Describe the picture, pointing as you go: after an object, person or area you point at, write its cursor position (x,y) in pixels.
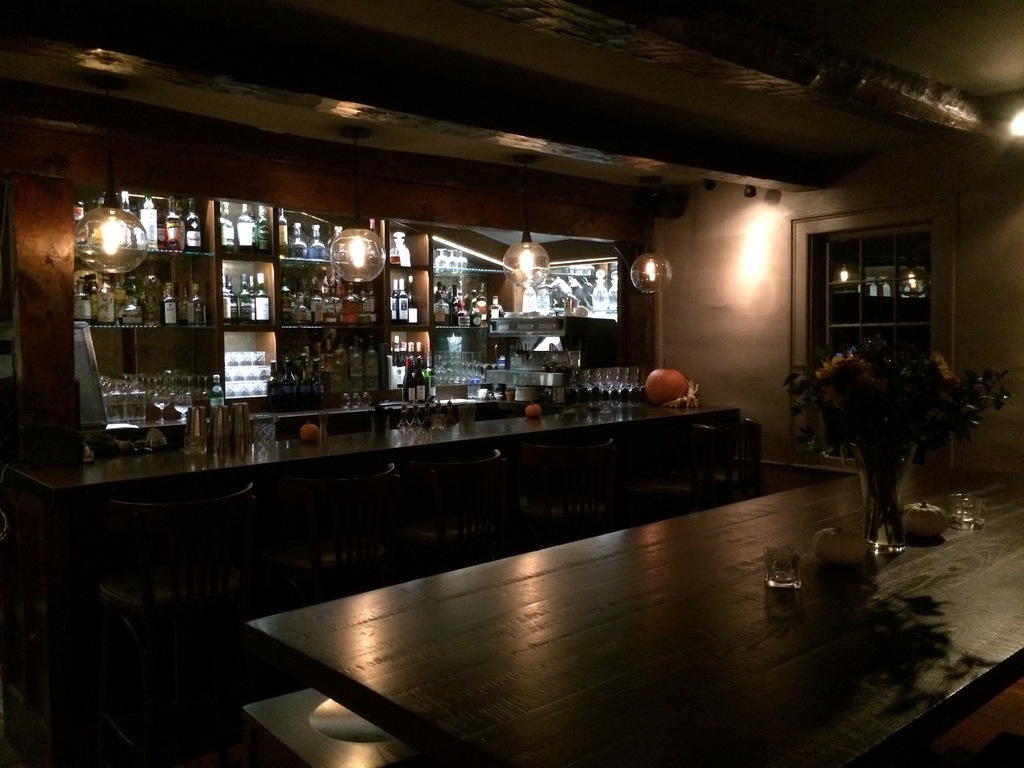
In this image I can see few bottles (262,242) on the racks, I can also see few light balls (540,255), few flowers (846,393) in the glass (871,509) and the glass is on the table (687,657).
